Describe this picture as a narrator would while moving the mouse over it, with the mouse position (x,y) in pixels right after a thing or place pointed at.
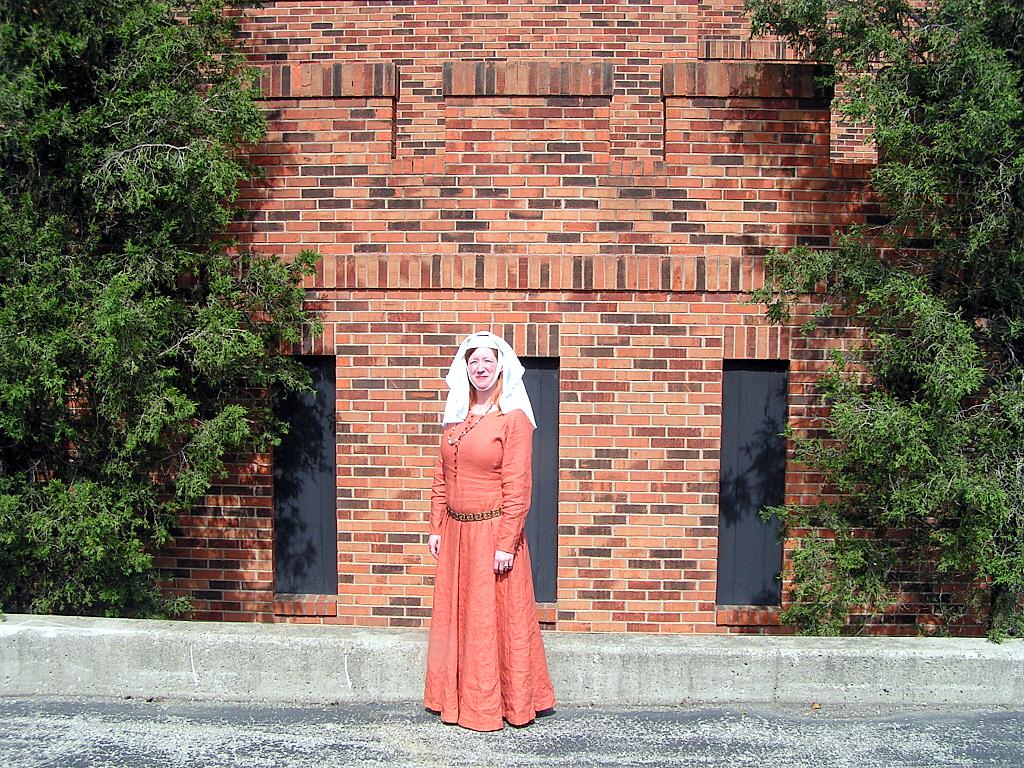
In the center of the picture (466,363) there is a woman (484,499) standing. On the right (1006,493) there are trees (1002,466). On the left (128,365) there are trees (90,380). In the foreground (185,726) there are gravel stones (351,721). In the background (373,163) there are brick walls (524,290).
